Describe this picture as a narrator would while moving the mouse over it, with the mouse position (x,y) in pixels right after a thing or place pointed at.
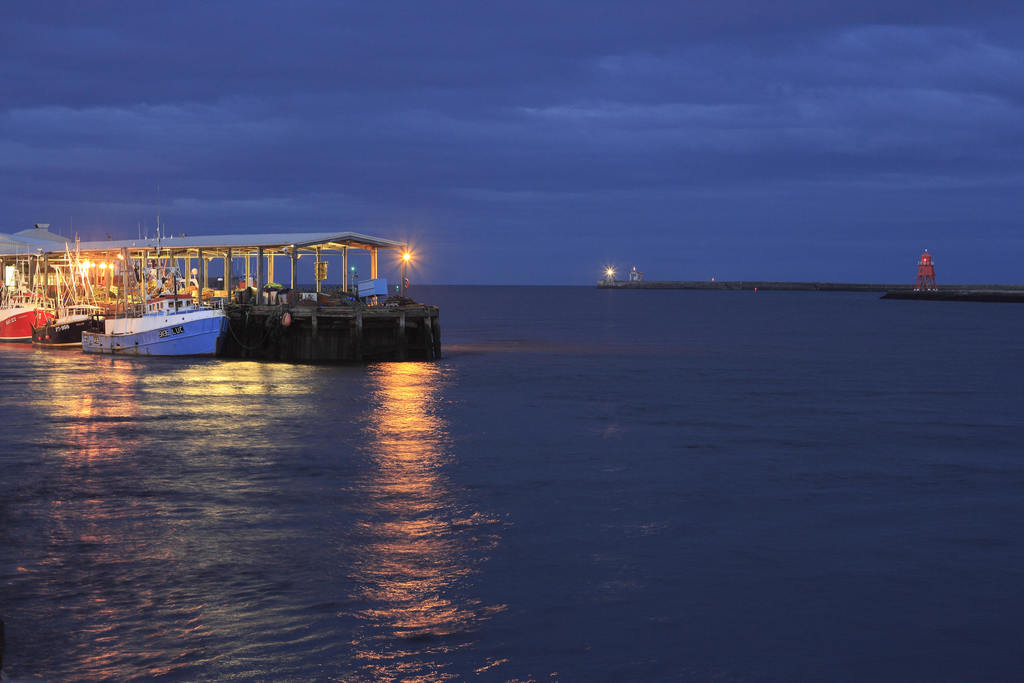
In the image there is a boat (159,338) and beside that there are two ships (49,328) on a water surface (625,352).
